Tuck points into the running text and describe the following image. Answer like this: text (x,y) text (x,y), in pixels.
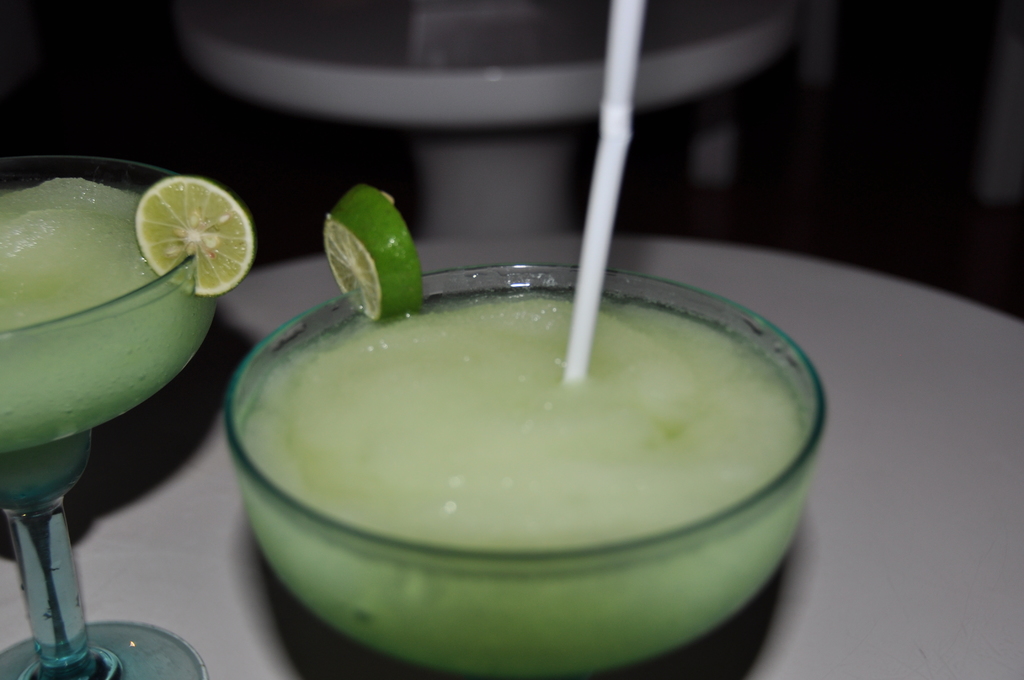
In the foreground of the image (408,429) there are two glasses (556,619) with some liquid (505,389) in it. There is a white color straw (585,289). At the bottom of the image (833,634) there is table (881,636). In the background of the image (447,212) there is another table (452,99).
